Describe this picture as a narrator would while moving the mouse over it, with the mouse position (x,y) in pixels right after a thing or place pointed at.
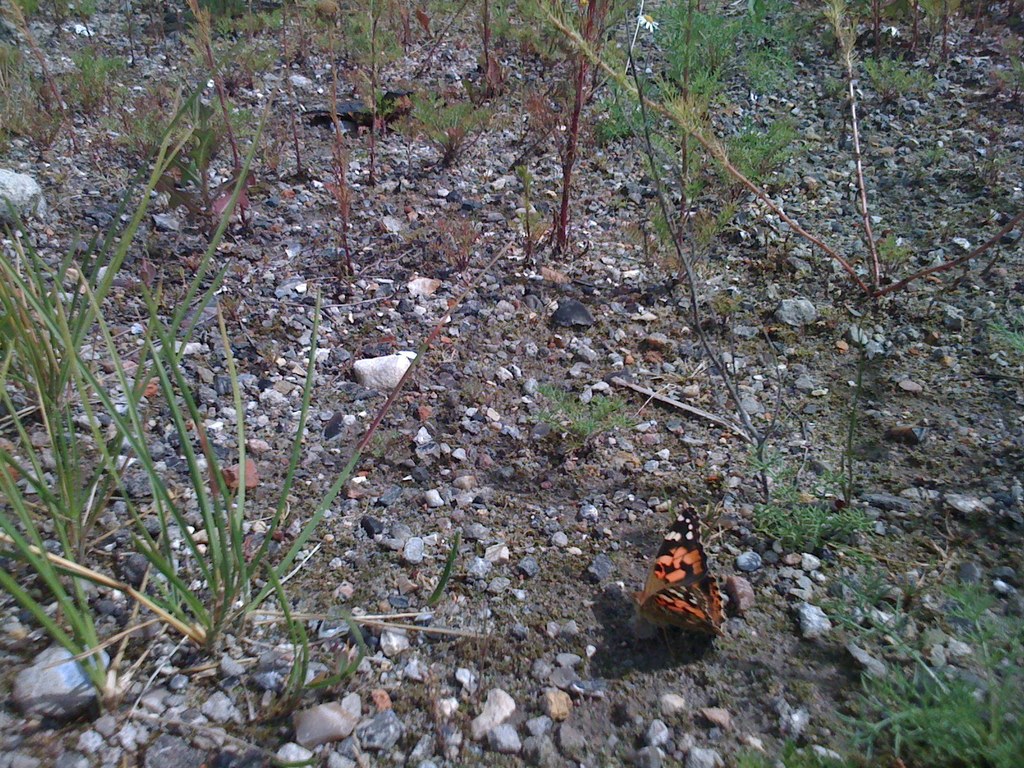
In this picture I can see a butterfly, stones (57,757), grass (1006,634) and plants (632,53).
